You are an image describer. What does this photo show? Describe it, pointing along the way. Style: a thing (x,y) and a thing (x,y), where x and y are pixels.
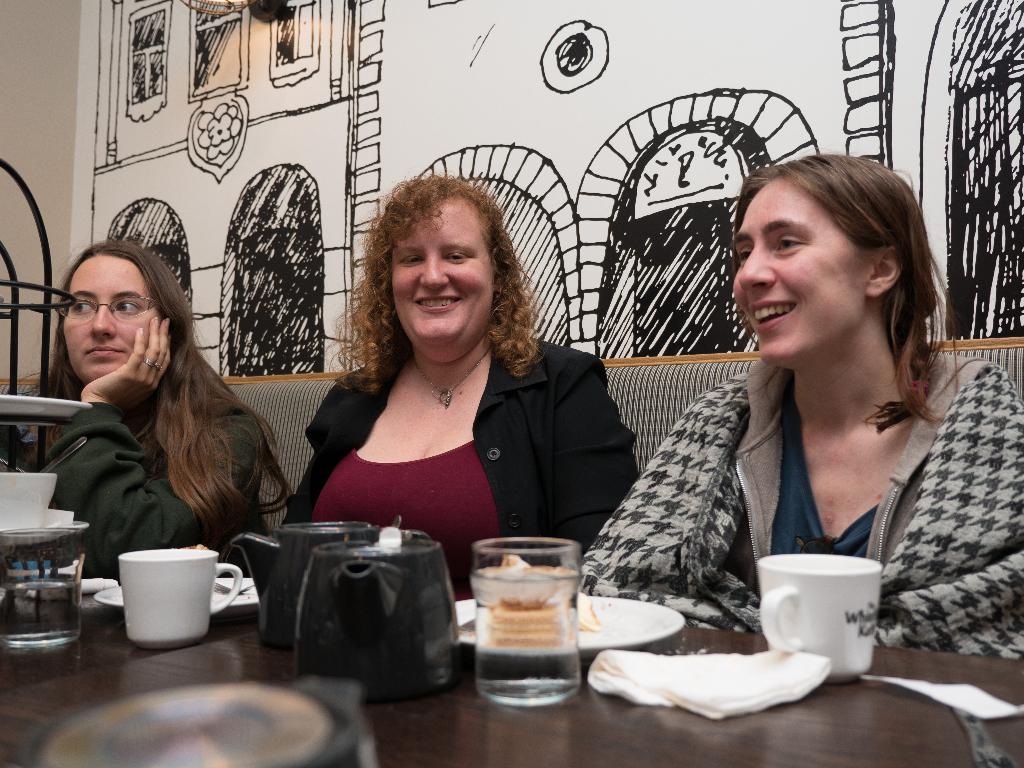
In this picture i can see inside view of building (437,89). And i can see a wall (289,87) back side of the image and there is a drawing (689,110) attached to the wall (414,56). and i can see a sofa set (280,392). and i can see a three women (328,420) sitting on the sofa set (647,438). On the right side (855,431) there is a woman (945,470) wearing a jacket (946,519) she is smiling. And middle a woman (530,419) sit on the sofa set (640,394) wearing black color jacket (499,404). And left side (135,412) a woman (117,411) wearing a spectacles (85,312) along with green color top (95,470) she is wearing a ring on her finger (144,365). in the table (231,621) i can see a coffee mug (159,633), glass (506,642) contain a water (522,637) and i can see a plate (601,624) contain a food (585,602), i can see a tissue paper (769,663). on the left side (35,563) there is a glass (68,571) contain a water (39,596). there is a plate (12,407) kept on the table (8,708).
